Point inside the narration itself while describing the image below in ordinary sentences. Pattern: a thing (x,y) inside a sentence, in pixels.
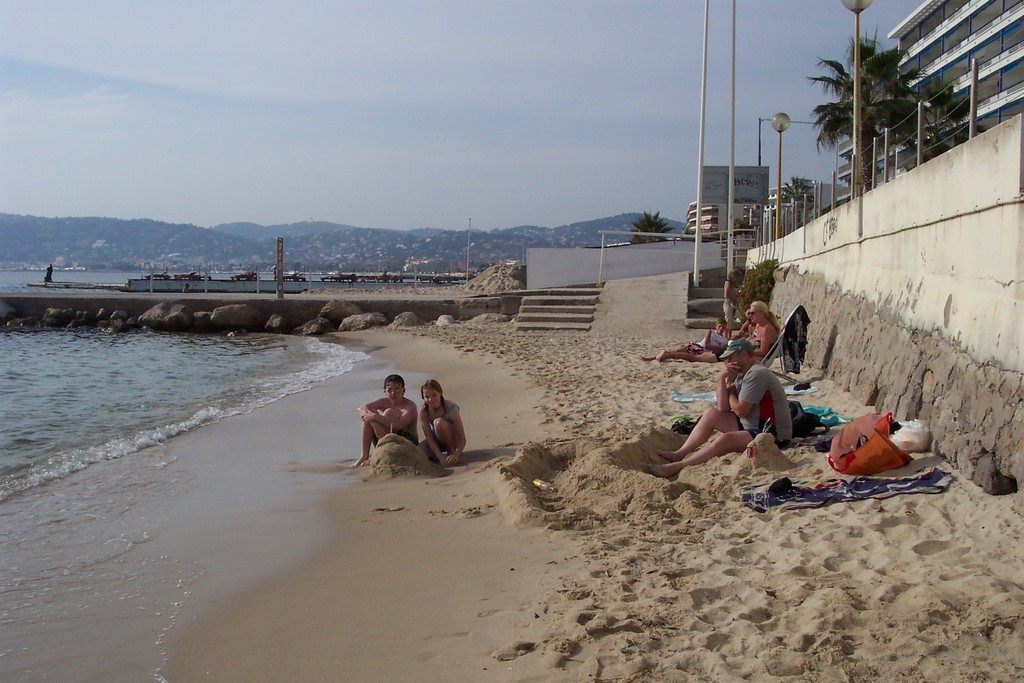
This picture is clicked outside. On the right (702,413) we can see the group of persons (748,314) sitting on the ground (611,476) and we can see the sand (620,509), there are some objects (774,498) placed on the ground (847,505) and we can see the buildings (920,45), lamppost (779,213), metal rods (813,203), stairway (556,307) and on the left (291,320) we can see a water body (159,373), sky (235,161), hills (268,235), some objects (196,280) in the water body (25,289) and we can see the metal rods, rocks (407,319) and many other objects (599,255).
